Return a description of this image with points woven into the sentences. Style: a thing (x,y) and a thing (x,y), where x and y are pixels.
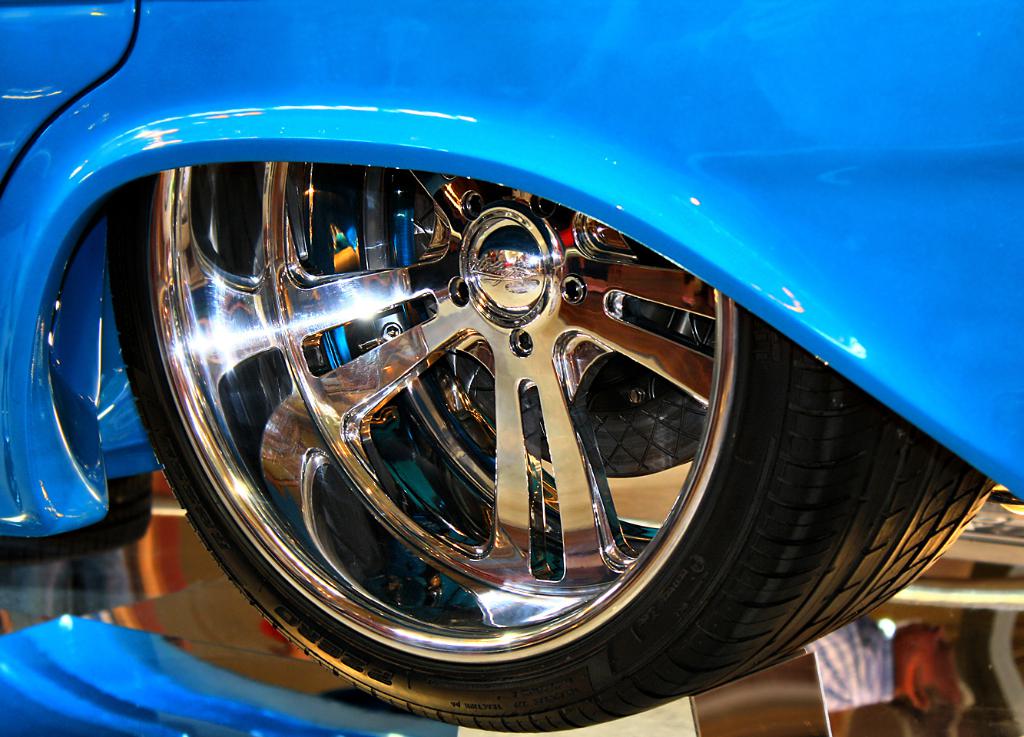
In this image we can see that there is a Tyre (391,374) of a vehicle (406,149). At the bottom (134,637) there is a glass (148,667). In the glass (140,668) we can see the reflections (860,670) of two persons (847,672).
